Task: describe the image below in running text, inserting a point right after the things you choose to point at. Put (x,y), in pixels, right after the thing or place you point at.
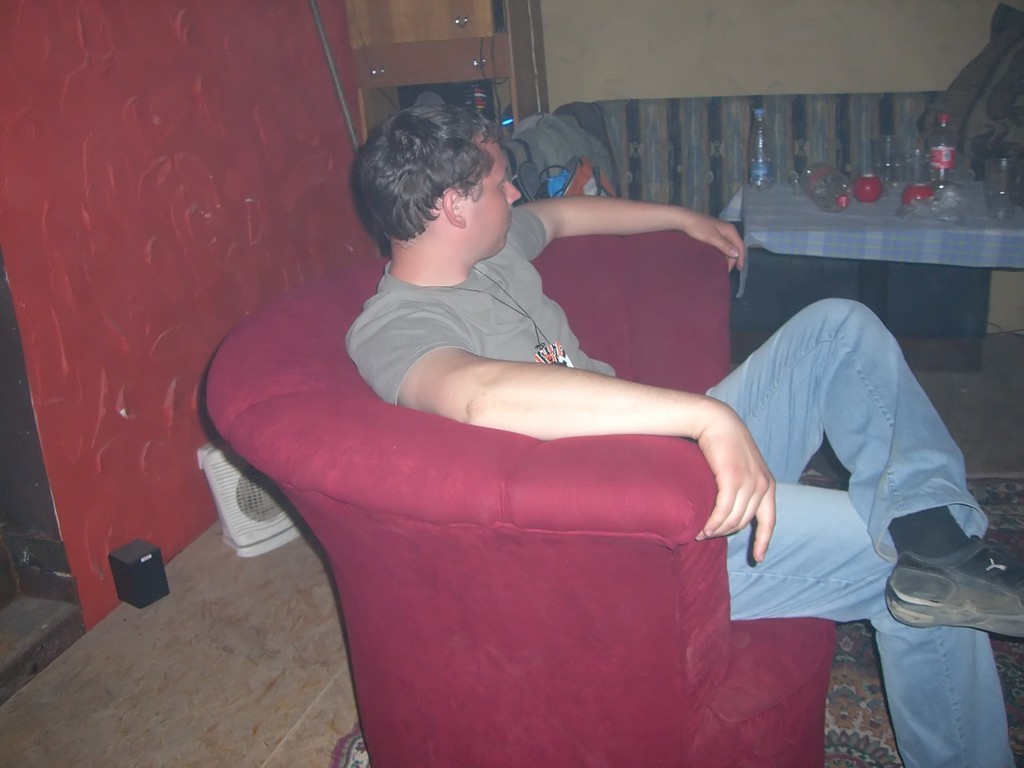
In the middle (368,458), a person (368,305) is sitting on the sofa (691,471) of red wine in color. The background wall (148,226) is red and white in color. At the top right (895,159), a table (868,210) is there on which bottle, glass (921,208), cups (926,195) are visible. And at the top (467,70) a cabinet (468,1) is visible. This image is taken inside a room (560,566).
